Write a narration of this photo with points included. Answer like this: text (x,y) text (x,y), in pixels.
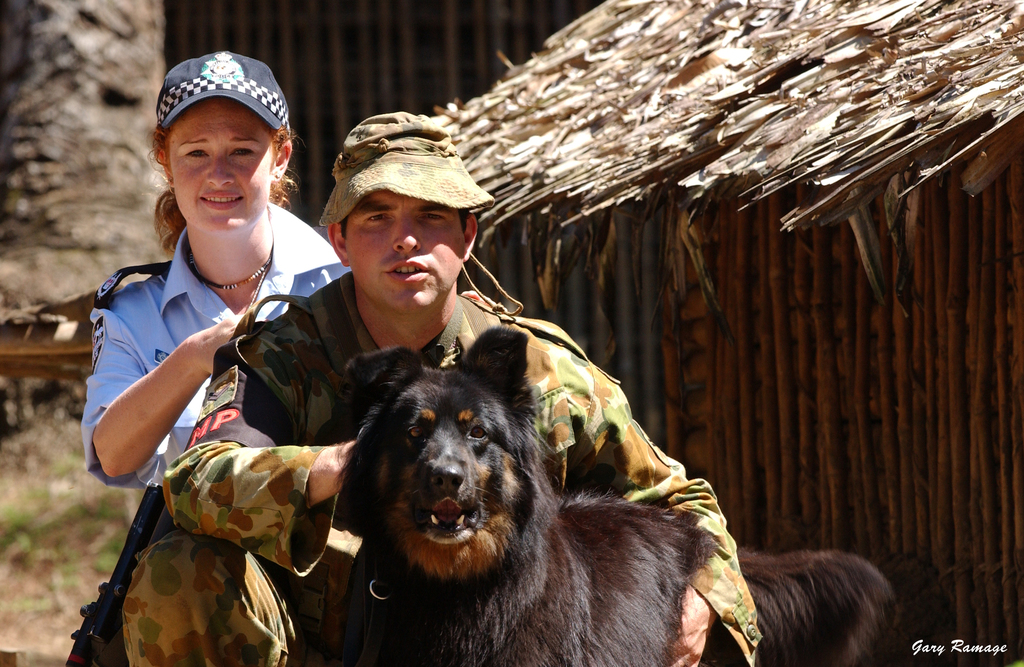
there is a black dog (587,569). behind him a person (215,556) is sitting wearing a military uniform (634,458), holding a dog (661,527). he is wearing a hat (396,163). behind him there is a woman (180,321) wearing blue shirt (165,344) and a cap (194,74). at the right (905,299) there are huts (781,171).
